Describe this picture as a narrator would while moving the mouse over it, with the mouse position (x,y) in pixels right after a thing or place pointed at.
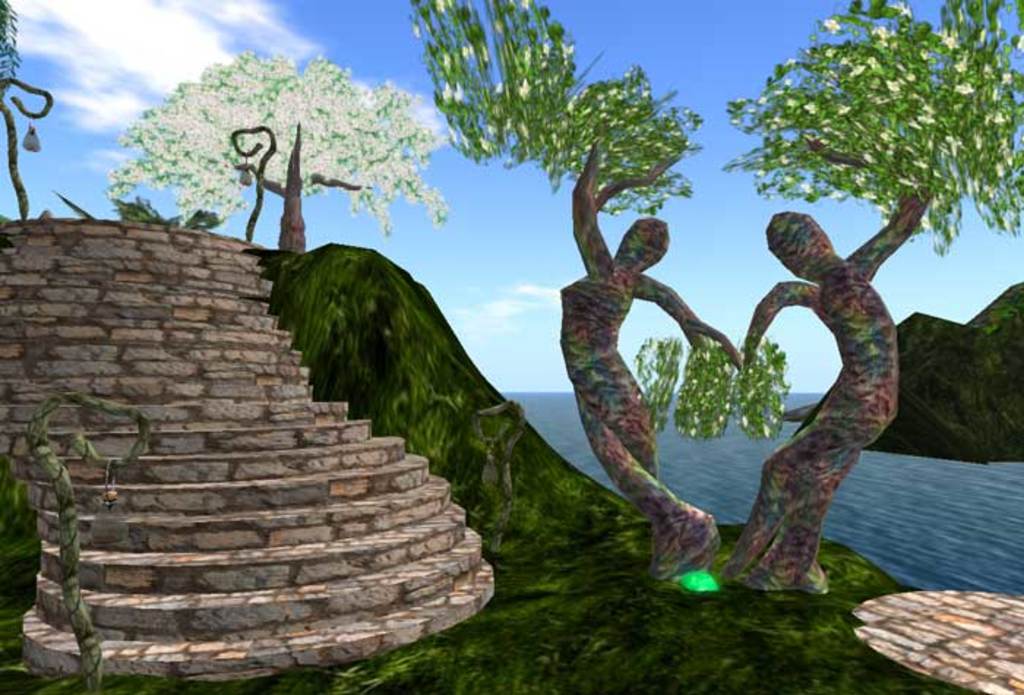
This image looks like it is animated. On the right (700,553), there are trees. On the left (169,390), there are steps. At the top (304,70), there are clouds (194,48) in the sky (543,217).
